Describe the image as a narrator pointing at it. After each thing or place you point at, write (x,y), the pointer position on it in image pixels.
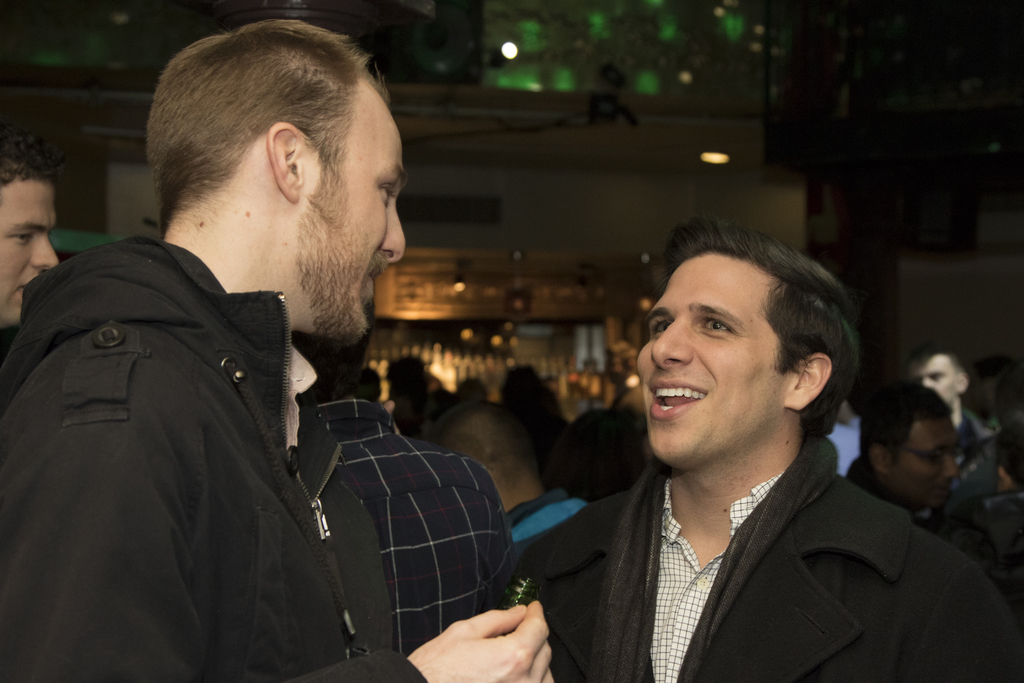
In the left side (207,481) a man (213,435) is there, he wore a black color coat (213,435) and looking at this person (676,500). In the right side (784,277) a man (659,505) is talking with him and also smiling.
